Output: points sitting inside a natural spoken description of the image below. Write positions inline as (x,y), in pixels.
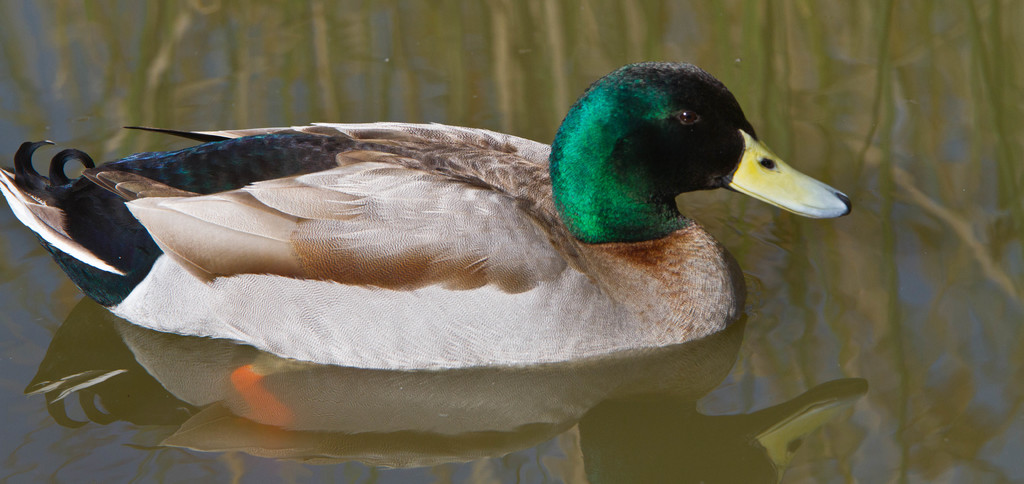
In the image there is a duck (236,161) which is in white, brown, black and green color. And the duck (766,167) is in the water (395,431).
